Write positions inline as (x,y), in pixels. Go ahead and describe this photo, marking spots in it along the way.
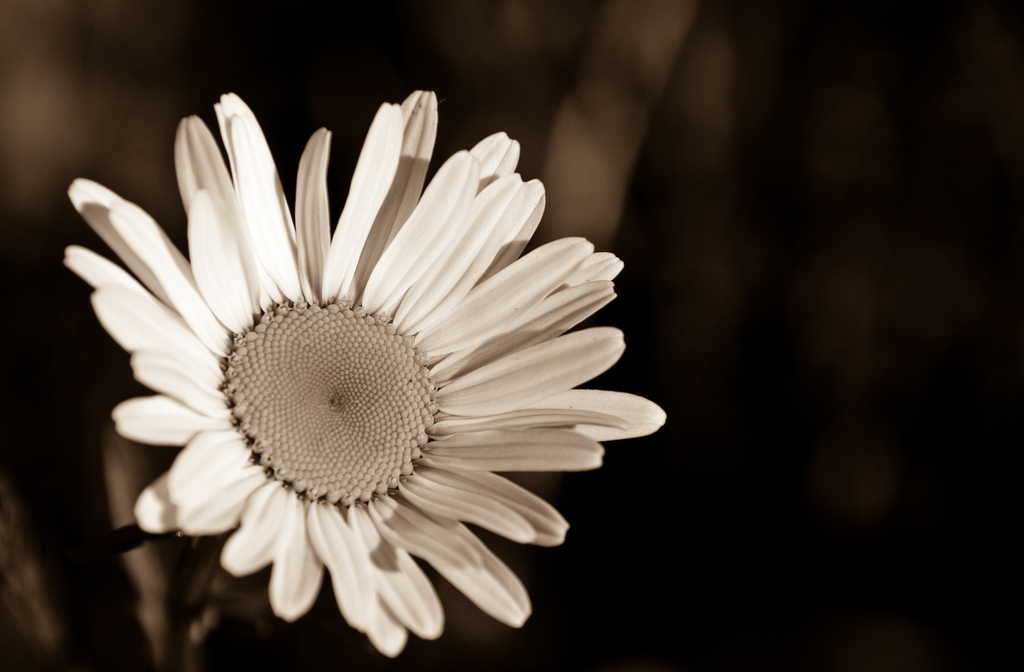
In this image we can see white flower (456,394). Background (741,305) it is blur.
